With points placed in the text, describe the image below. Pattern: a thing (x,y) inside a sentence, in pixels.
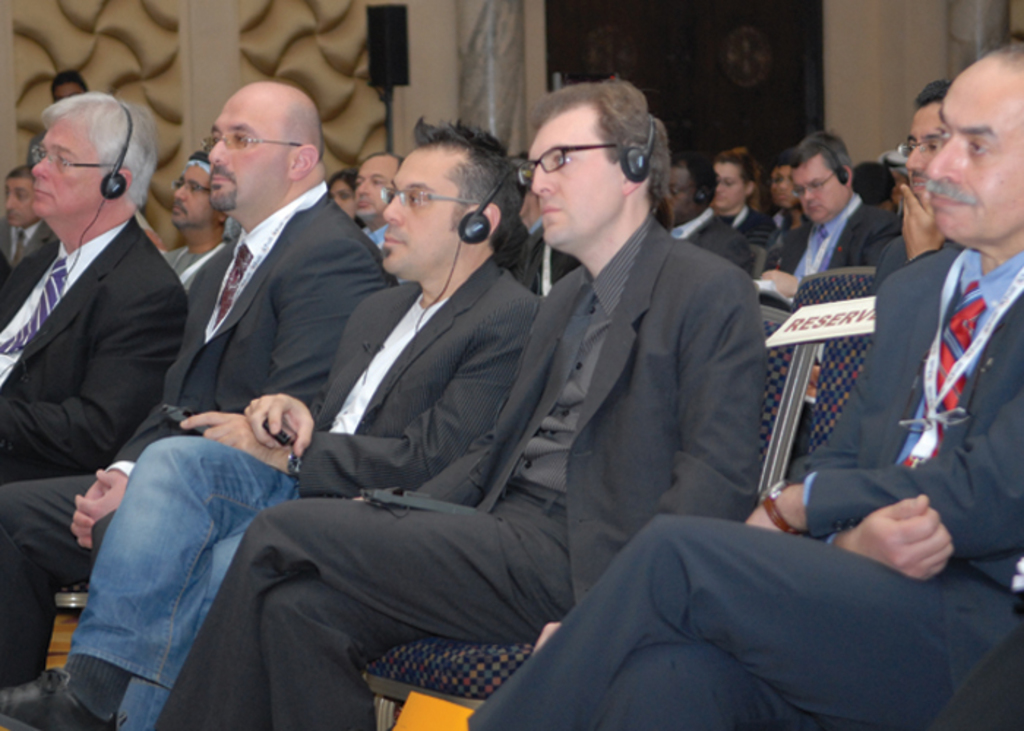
In the foreground of this image (461,544), there are five men (772,629) sitting on the chairs (462,666) and three (165,298) are wearing headsets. In the background (774,220), there are persons (814,217) sitting on the chairs (846,275), a speaker box (396,43) to the stand (390,134), wall (287,32), pillars (475,53) and the door (675,72).
